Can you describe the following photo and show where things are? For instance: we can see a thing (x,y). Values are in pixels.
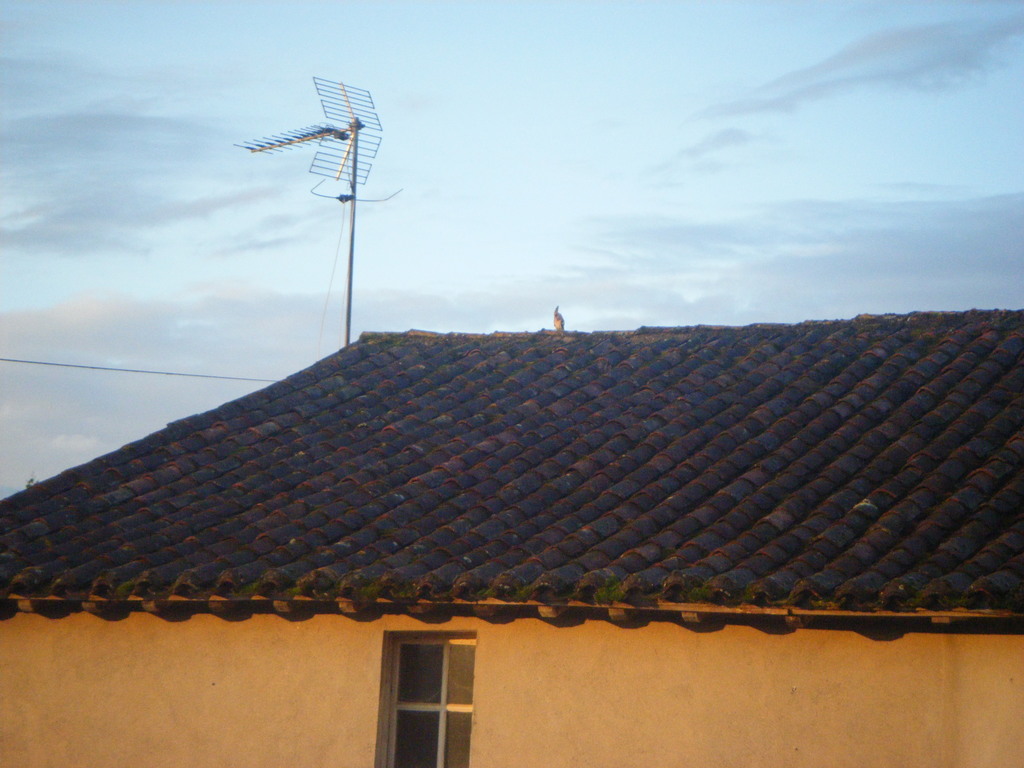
In this picture we can see a pole (347,324), wire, roof (592,483), wall (835,761) and window (414,679). In the background of the image (346,83) we can see the clouds (100,344) in the sky (682,207).
